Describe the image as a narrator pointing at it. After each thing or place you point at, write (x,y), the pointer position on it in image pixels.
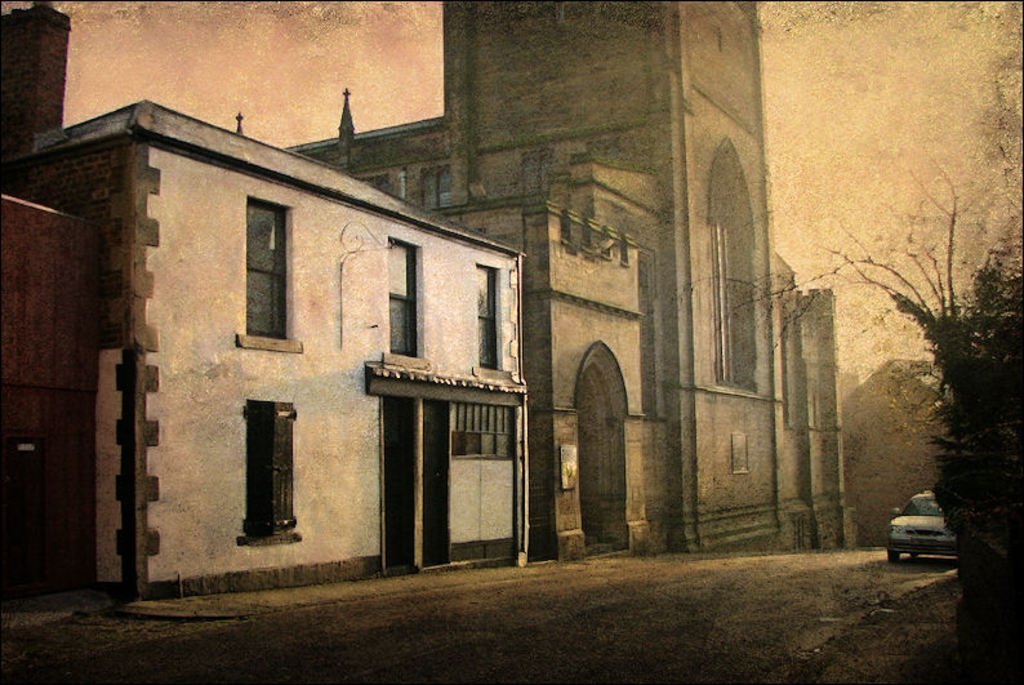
In this image we can see a car (895,546) on the road (602,613) and buildings (398,316). There is a plant (994,434) on the right side of the image (993,445).
